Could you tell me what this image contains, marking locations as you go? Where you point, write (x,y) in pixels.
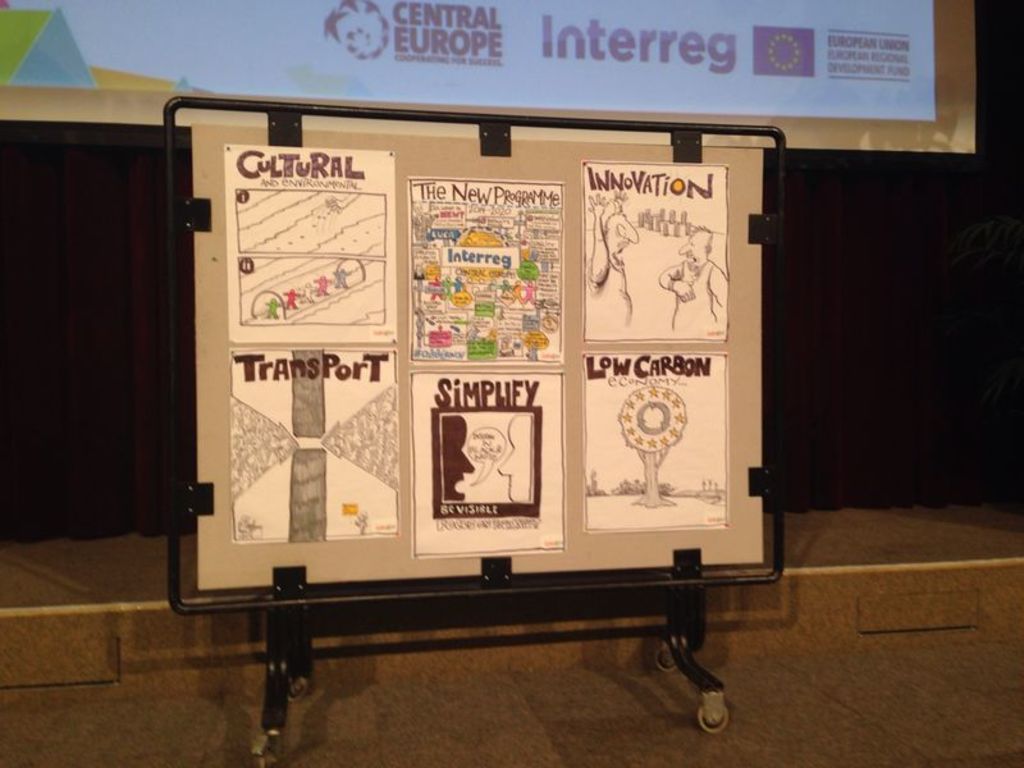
In this image we can see a board (273,562) with some papers (440,423) pasted on it which is placed on the floor (628,667).
